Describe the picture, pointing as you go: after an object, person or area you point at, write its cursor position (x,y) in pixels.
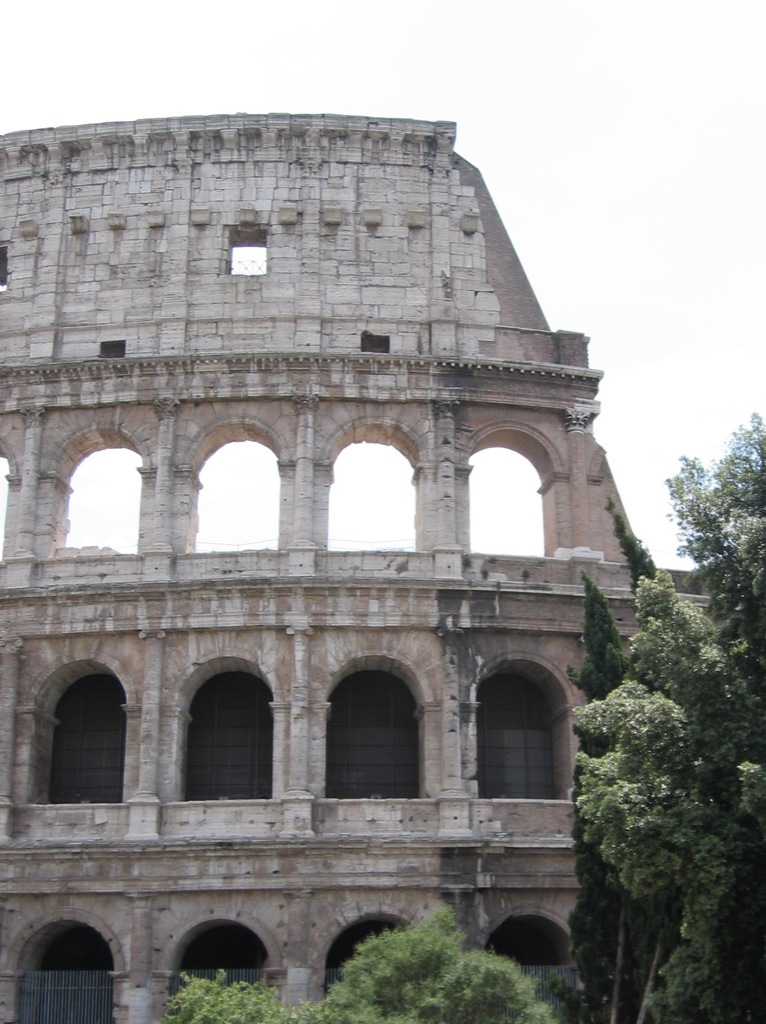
In this image, this looks like an ancient monument (318,730), which is named as the Colosseum (328,622). These are the trees (611,920) with branches (300,1004) and leaves (740,634). I think this is a fence (74,996).
